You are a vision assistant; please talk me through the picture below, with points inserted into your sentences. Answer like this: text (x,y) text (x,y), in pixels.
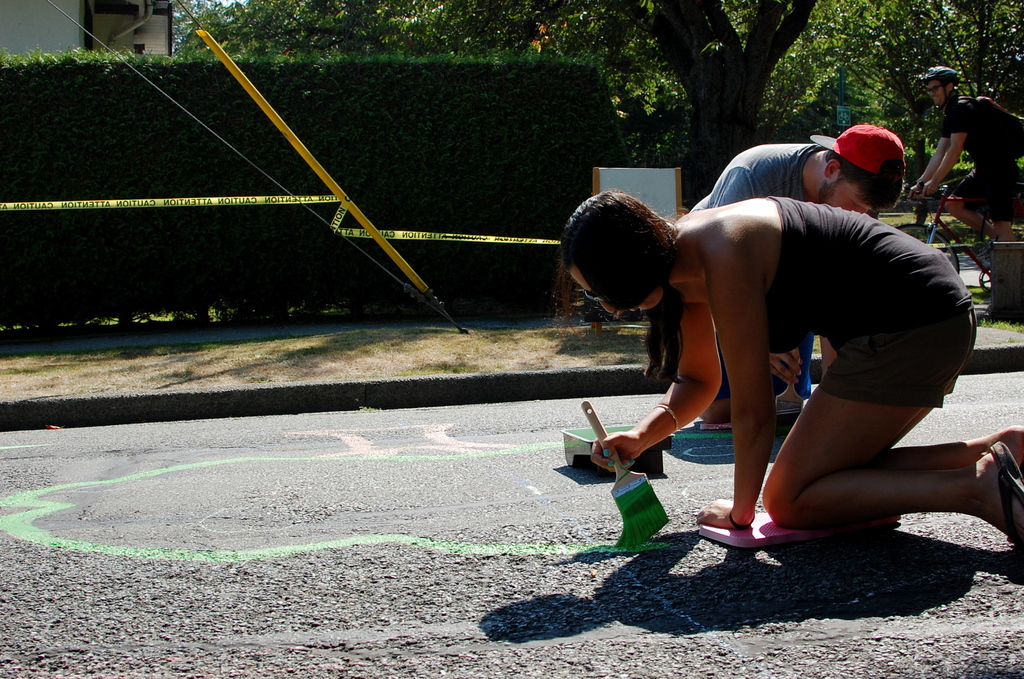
In this image in front (746,485) there are two persons (664,397) painting on the road (524,471). Behind them there is another person (968,152) cycling on the road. On the backside (509,166) there are trees (734,3) and we can see a building (121,23).
